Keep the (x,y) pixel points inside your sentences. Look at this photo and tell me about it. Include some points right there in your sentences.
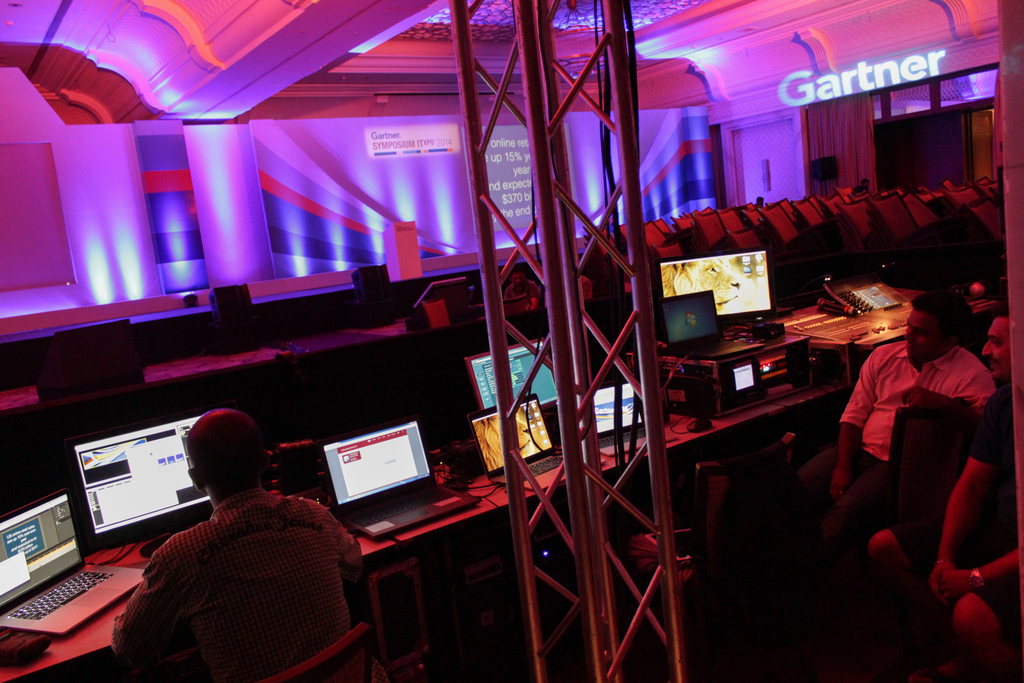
In this image I can see few people (252,576) sitting on the chairs (755,528). In-front of these people (221,563) I can see the systems (56,516) on the table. There is an iron rod (591,467) in-front of the people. In the back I can see the wall (396,192) and to the right (816,82) there is a name (790,101) Gartner is written.
